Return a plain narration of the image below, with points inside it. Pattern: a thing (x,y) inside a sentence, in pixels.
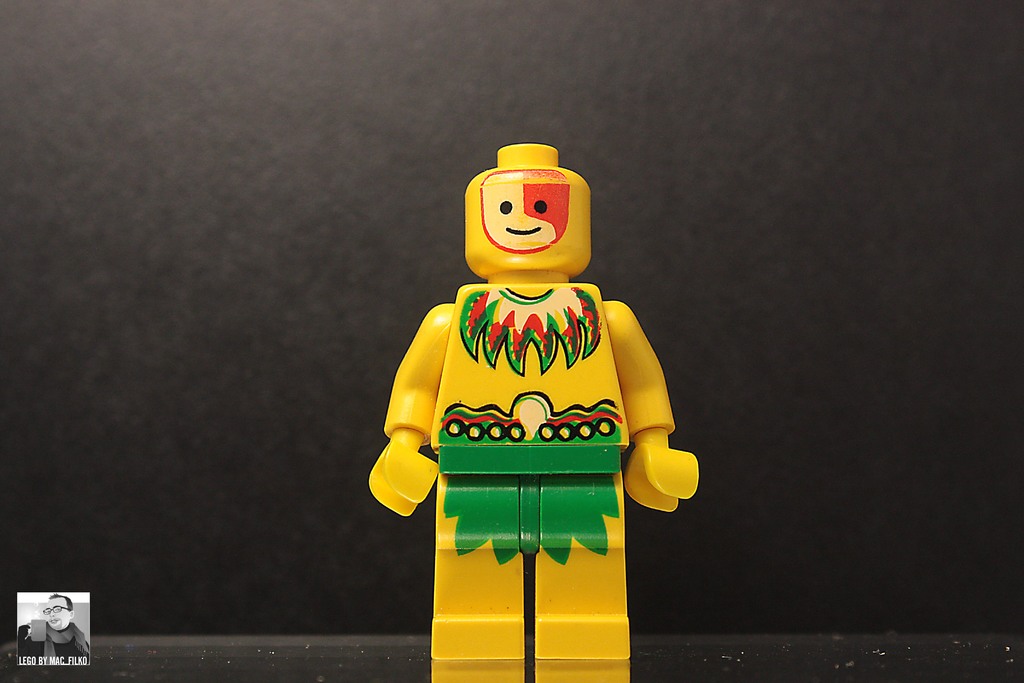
In this image we can see a toy (564,437), there is a picture (74,598) and text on the image, and the background (75,547) is gray in color.
